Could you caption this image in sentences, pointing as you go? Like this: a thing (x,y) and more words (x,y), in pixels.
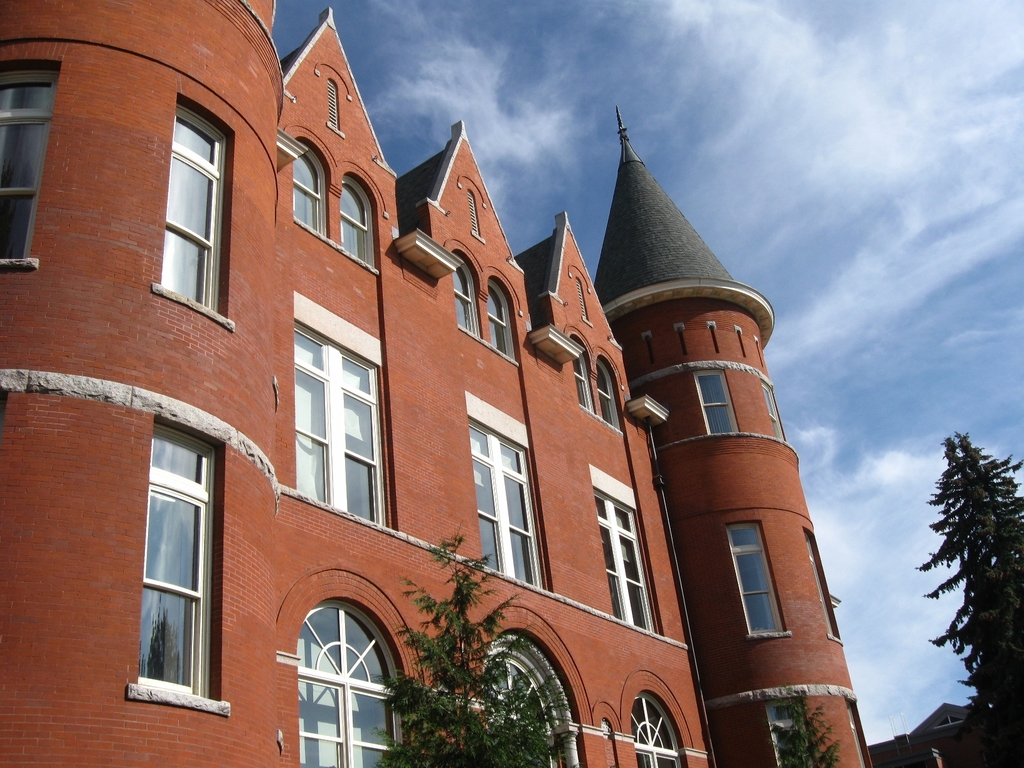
On the left (183,375) there is a building (271,390) and we can see windows (185,283) and a pipe (677,576) on the wall (790,677). At the bottom (522,720) we can see trees (1023,677) and in the background (627,99) there is a building (957,754) and clouds (452,101) in the sky (929,657).
